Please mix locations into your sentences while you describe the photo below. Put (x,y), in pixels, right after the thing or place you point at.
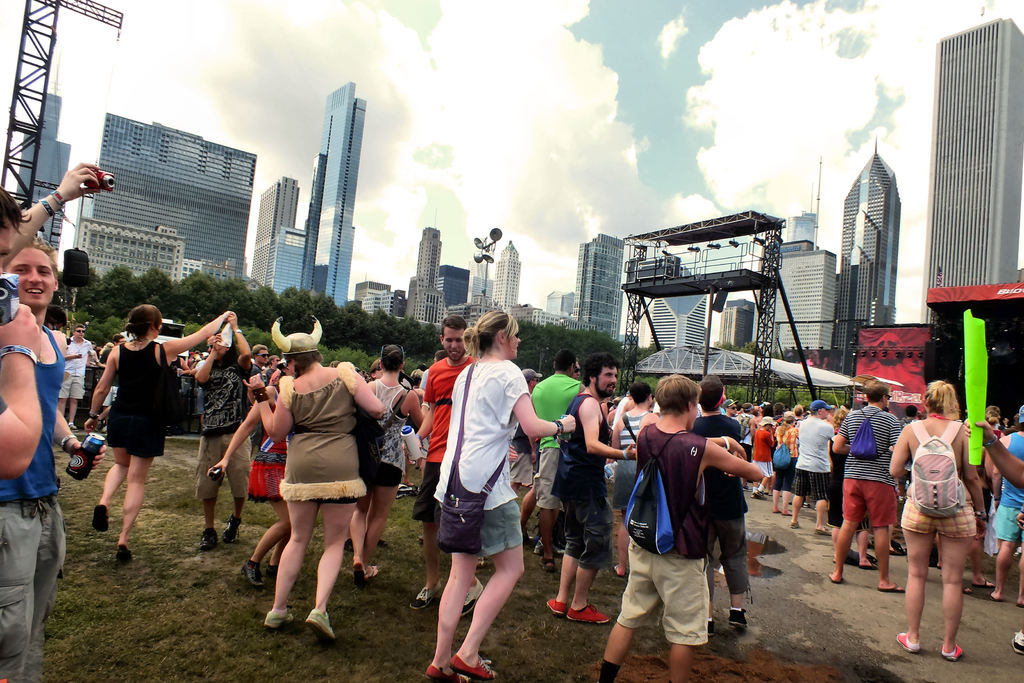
In this image there are people (624,423) standing, in the background (122,207) there are speakers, lights (911,352), buildings (867,245), trees (549,335) and the sky (623,190).
